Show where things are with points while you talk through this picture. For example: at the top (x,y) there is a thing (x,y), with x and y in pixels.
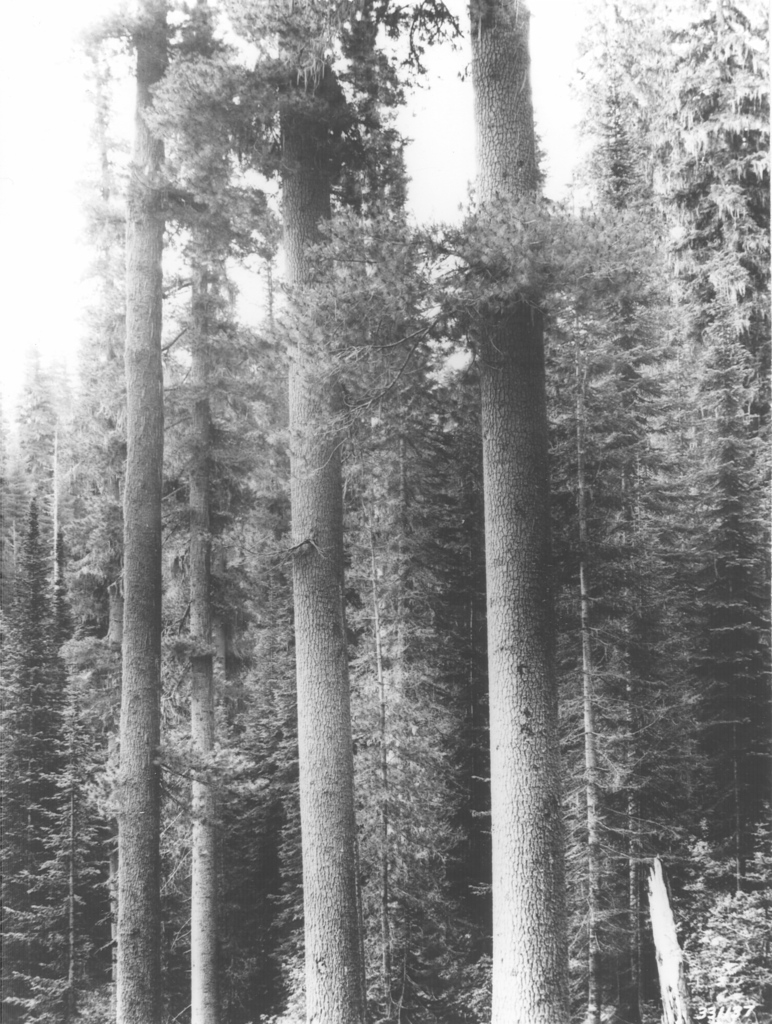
This image consists of many trees (355,729).
